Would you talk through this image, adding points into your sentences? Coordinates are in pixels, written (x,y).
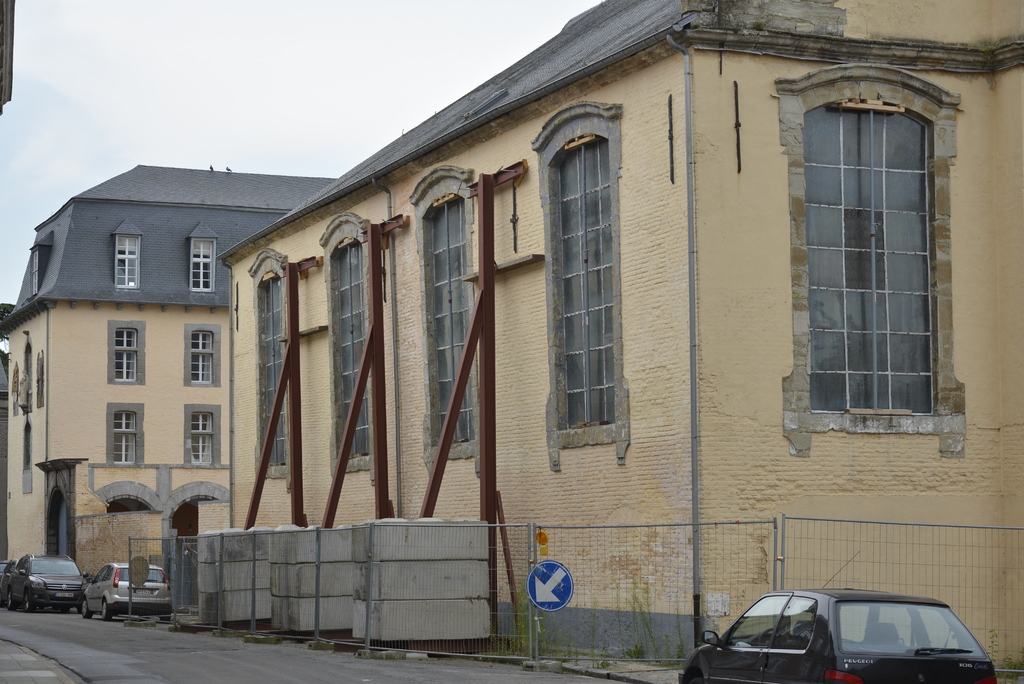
In this image I can see few buildings (599,612), windows (856,262), vehicles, net fencing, signboards (550,576) and iron poles (470,341). The sky (315,129) is in white color.
